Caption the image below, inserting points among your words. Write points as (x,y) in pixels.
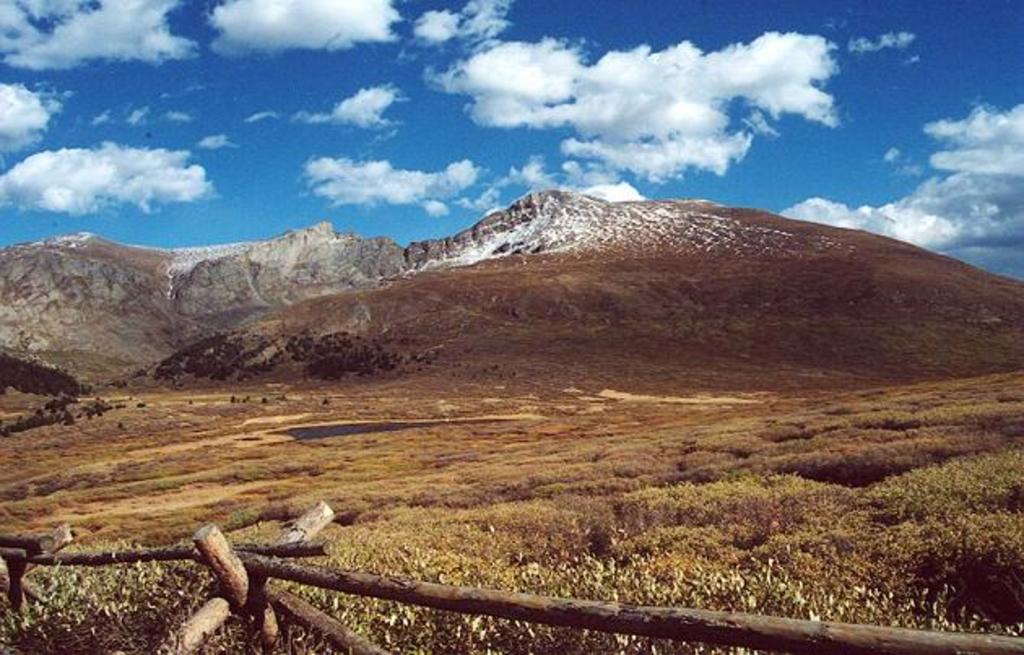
In the background of the image (257,246) there are mountains (442,320). At the top of the image (472,115) there is sky (423,126) and clouds (582,152). At the bottom of the image (898,486) there is grass (523,635). There is a wooden fencing (301,574).
